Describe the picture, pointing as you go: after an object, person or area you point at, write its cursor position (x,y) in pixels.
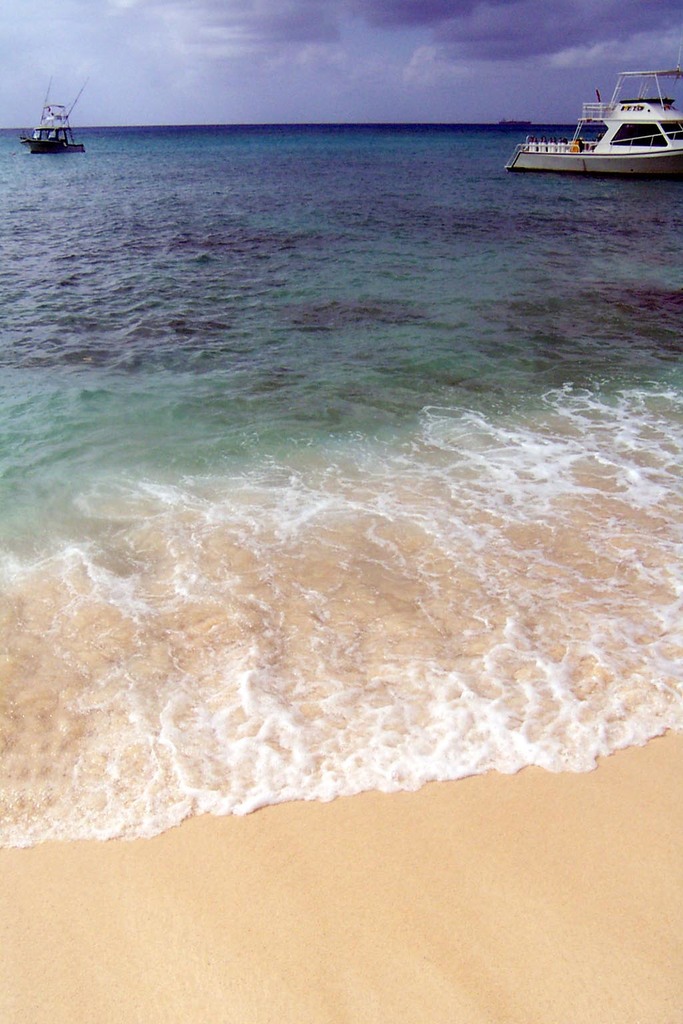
In this picture we can see sand (460,989) at the bottom (465,998), there is water (321,278) in the middle (346,489), we can see two boats (603,142) in the water (435,142), there the sky (301,59) and clouds (290,49) at the top of the picture (268,45).
